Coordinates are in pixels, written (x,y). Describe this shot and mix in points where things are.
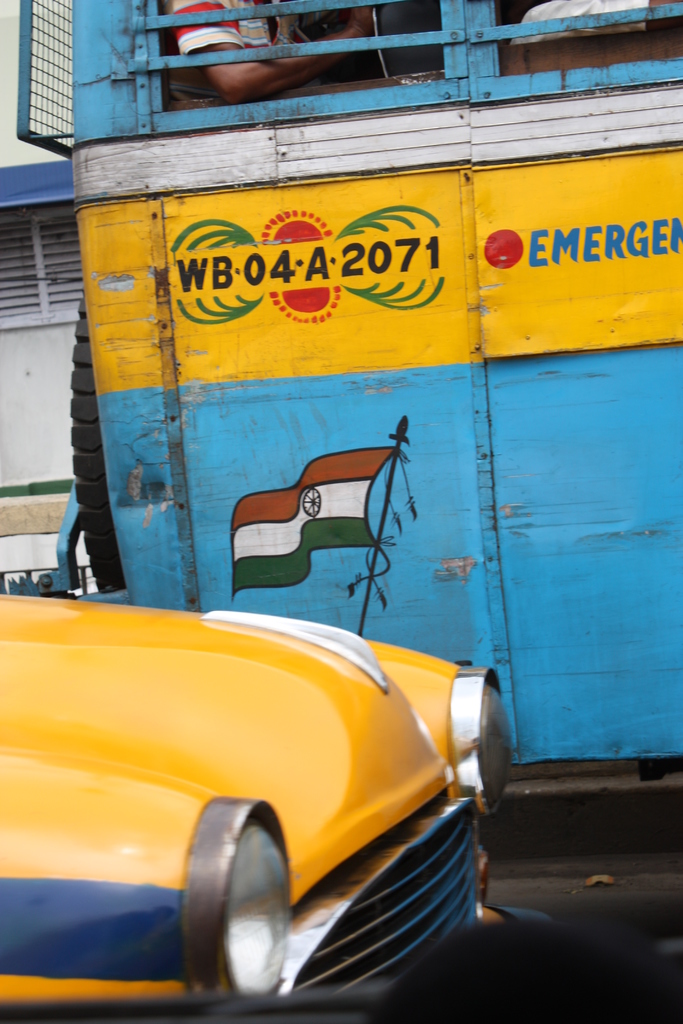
In this picture we can see a car (90,640) on the left side (209,650). There is some text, flag (338,462) and a few people (246,63) are visible in the bus (443,412). We can see a building (6,347) in the background (8,144).
